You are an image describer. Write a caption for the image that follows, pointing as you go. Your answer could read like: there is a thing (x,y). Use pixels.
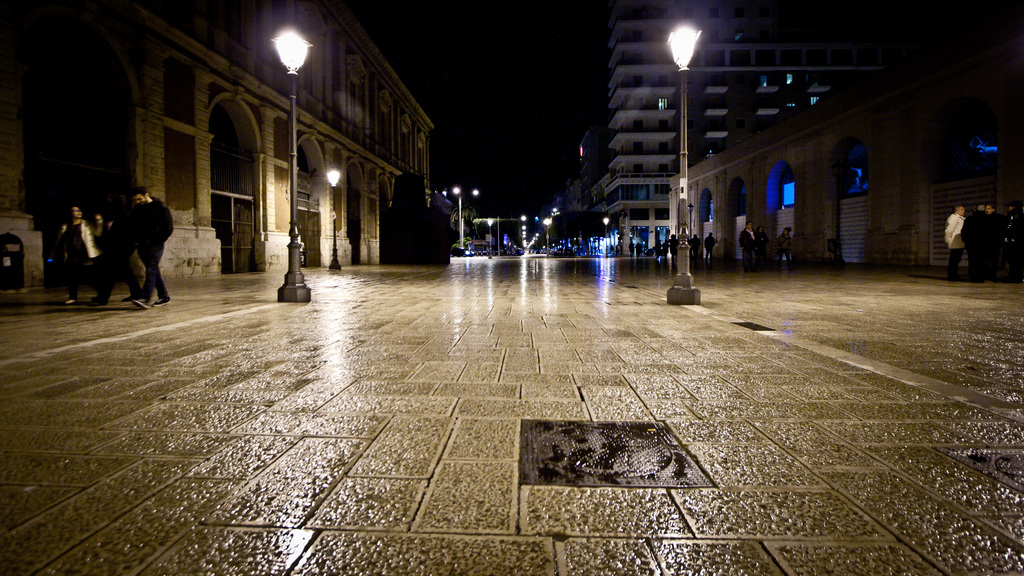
This picture is clicked outside. In the foreground (699,436) we can see the pavement (883,336) and the lamps (309,43) attached to the pole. On the left (136,250) we can see the group of people (155,249) walking on the ground (458,297). In the background (575,101) there is a sky (512,122), buildings (966,86), lights (582,152) and group of people (636,245).
